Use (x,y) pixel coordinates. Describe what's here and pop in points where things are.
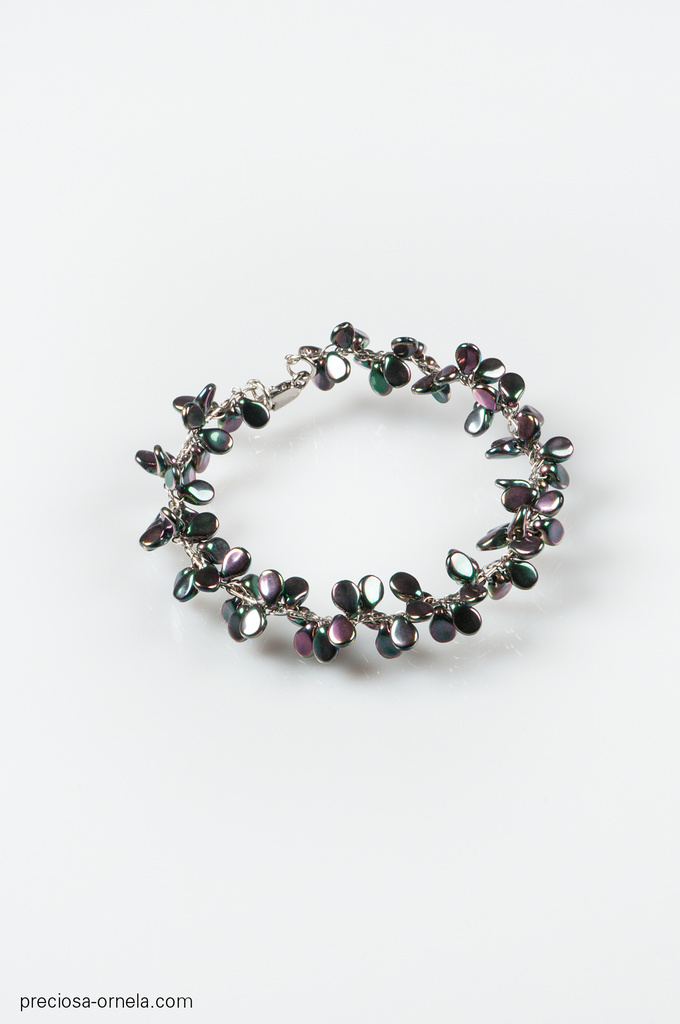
In the middle of this image (411,585), there is an ornament (474,607) on a surface (194,906). On the bottom left (180,1000), there is a watermark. And the background (145,977) is white in color.
